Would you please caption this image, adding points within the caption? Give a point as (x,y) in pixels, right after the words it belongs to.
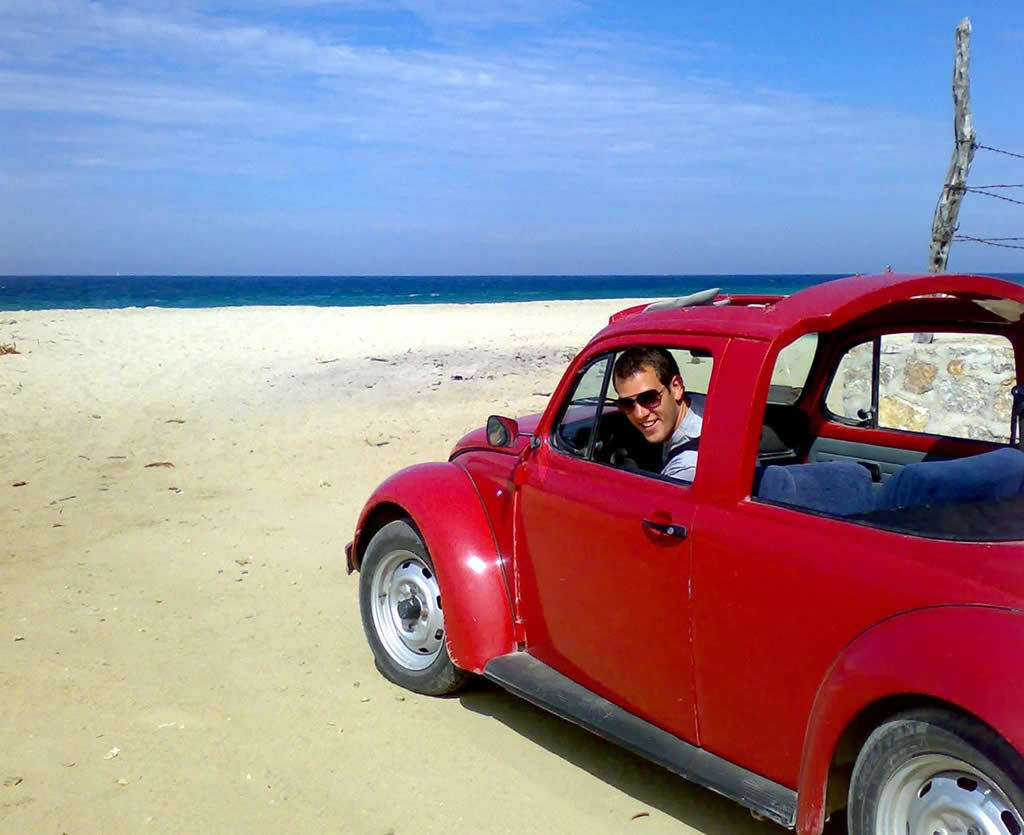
In this picture we can see a man (665,377) inside the car (777,538). He has spectacles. And this is sea (287,300). On the background (589,209) there is a sky (749,156).
